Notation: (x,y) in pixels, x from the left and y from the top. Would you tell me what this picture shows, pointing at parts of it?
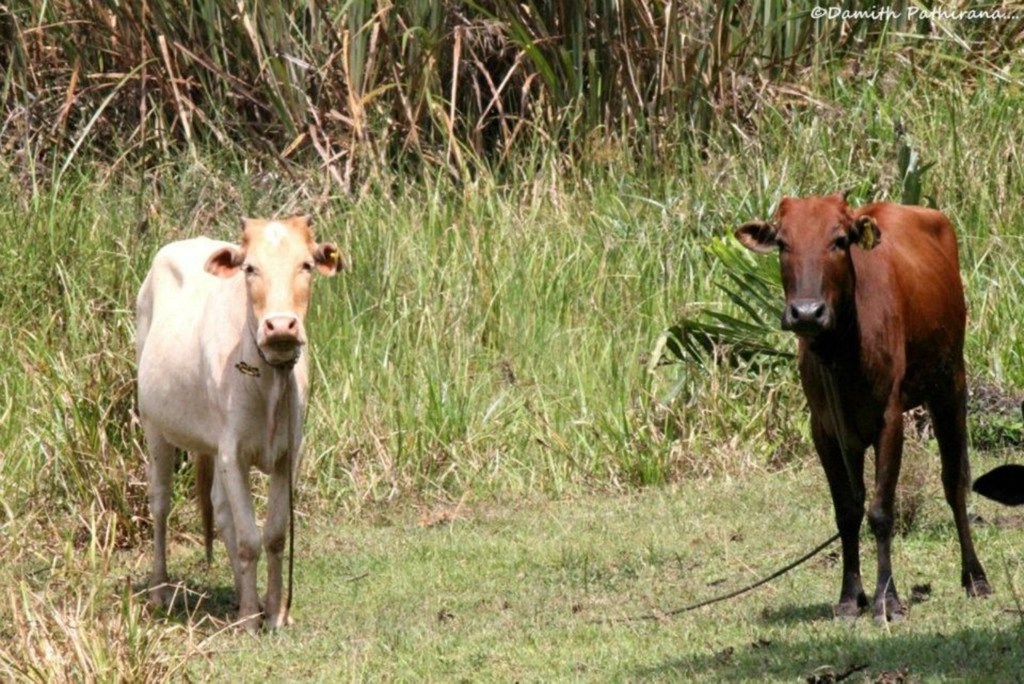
There is a white cow (248,319) with a rope (288,491) is standing on the left side (230,436) and a brown cow (831,384) with a rope (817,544) is standing on the right side (883,391). On the ground (536,569) there are grasses (525,496). In the background (547,249) there are plants (530,162).
